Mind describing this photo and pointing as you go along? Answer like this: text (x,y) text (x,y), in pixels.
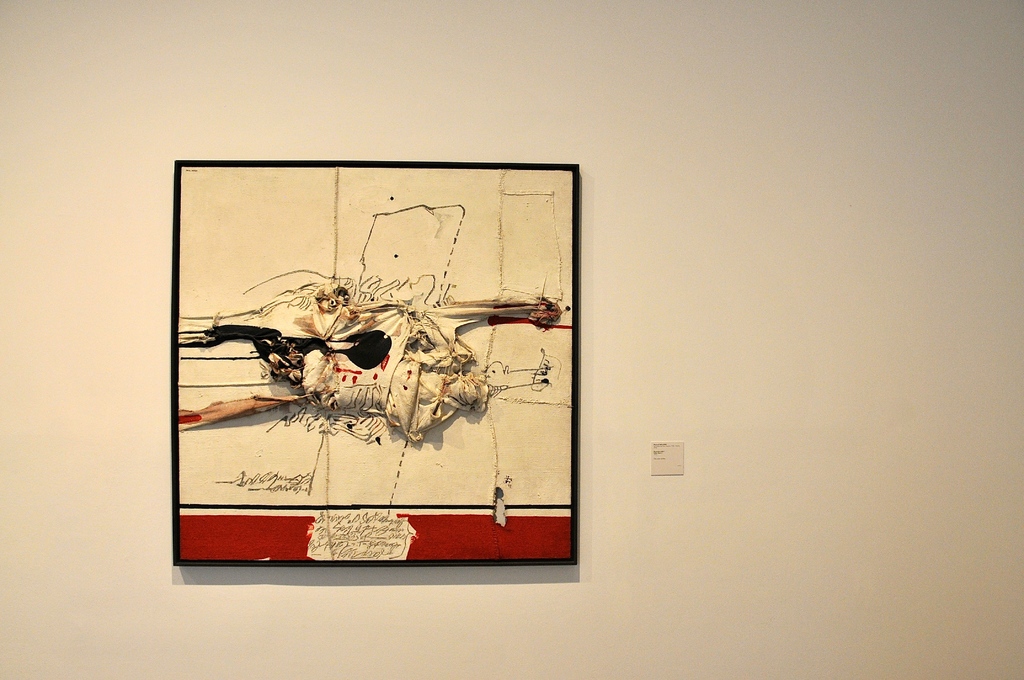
In this image I can see a frame (357,303) which consists of a painting (293,361). At the bottom (356,540) there is some text (350,528). This frame (512,461) is attached to the wall (749,302).
